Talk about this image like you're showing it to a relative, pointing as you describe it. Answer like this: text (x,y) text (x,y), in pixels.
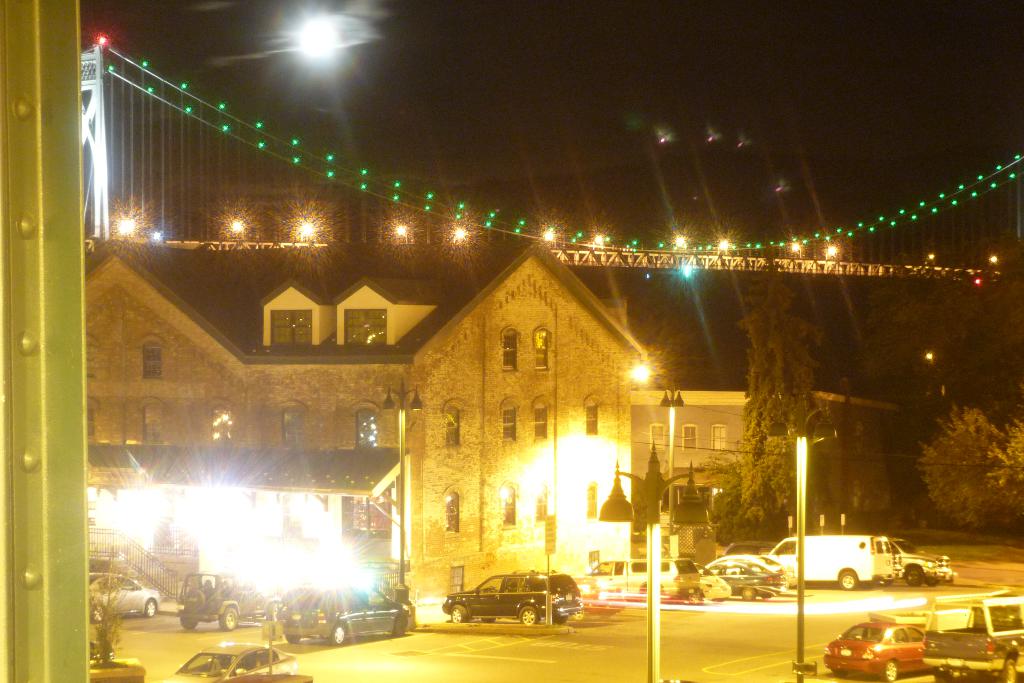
In this image I can see the road (614,640). And there are many vehicles (566,583) to the side of the road (750,627) and these are in different colors. To the side of the vehicles (498,590) I can see the building (360,420) and the trees (747,456). In the back (242,231) I can see many lights (404,235) and the sky (523,162).
